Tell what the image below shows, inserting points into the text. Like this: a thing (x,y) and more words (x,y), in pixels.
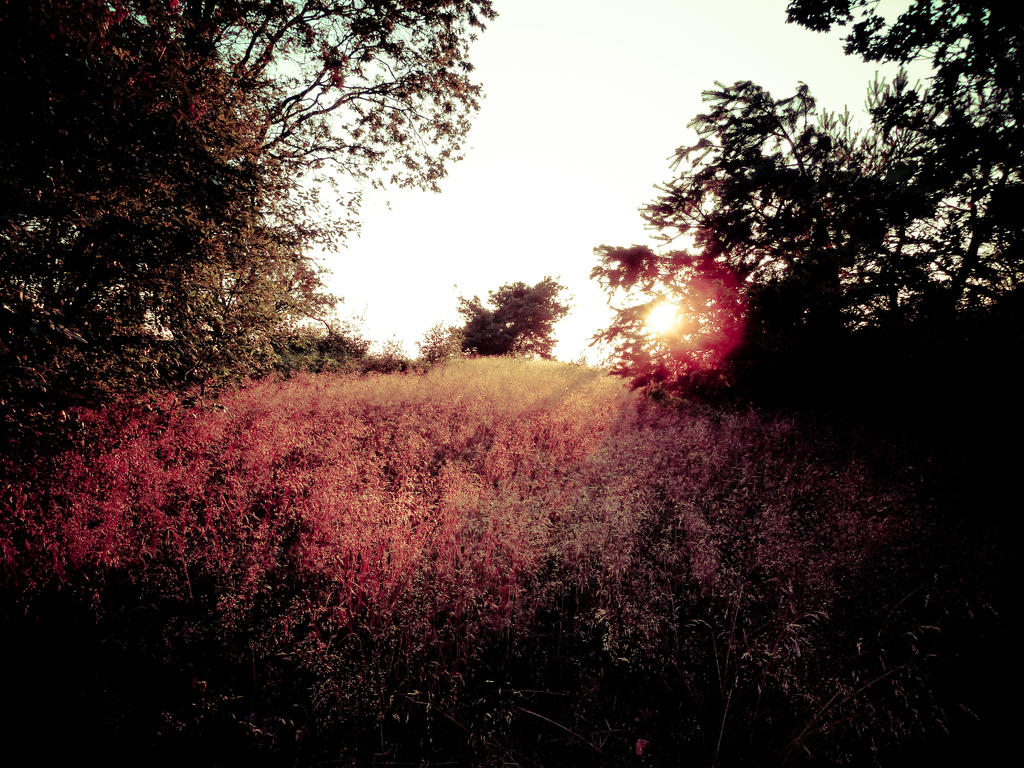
At the bottom of the picture (347,651), we see grass (485,597). On either side of the picture, we see trees (786,313). At the top of the picture (605,83), we see the sky (599,206) and the sun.
